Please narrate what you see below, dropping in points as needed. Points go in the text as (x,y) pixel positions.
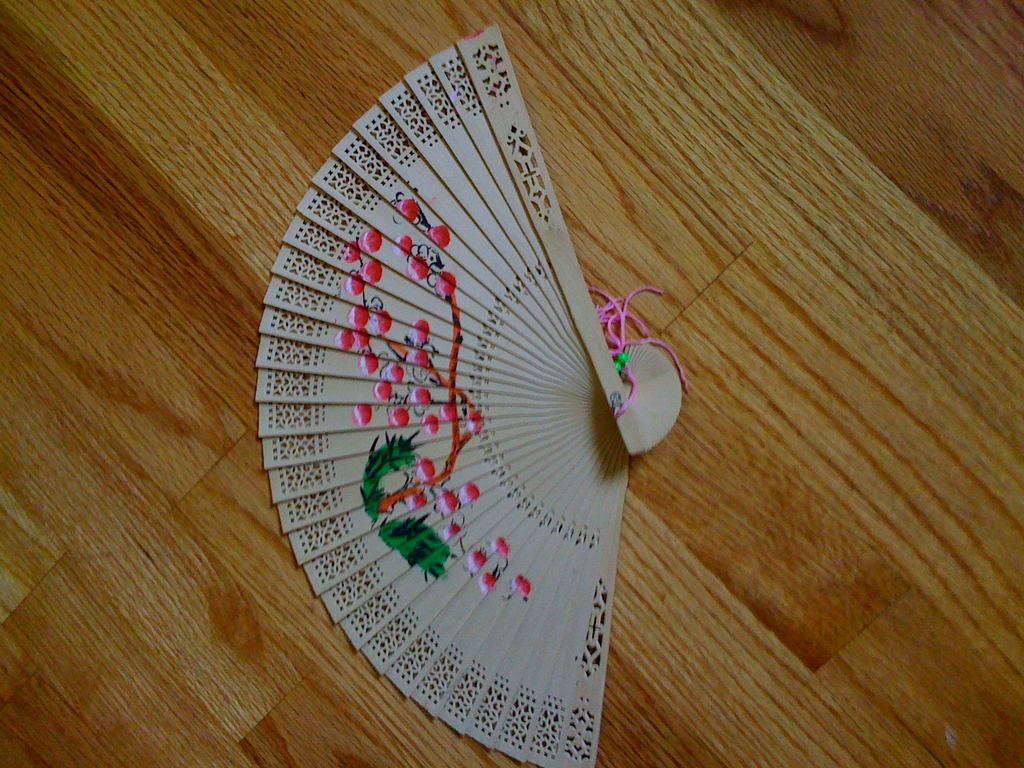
In this picture we can see an object (433,317) and thread (600,321) on the wooden object (696,392).
